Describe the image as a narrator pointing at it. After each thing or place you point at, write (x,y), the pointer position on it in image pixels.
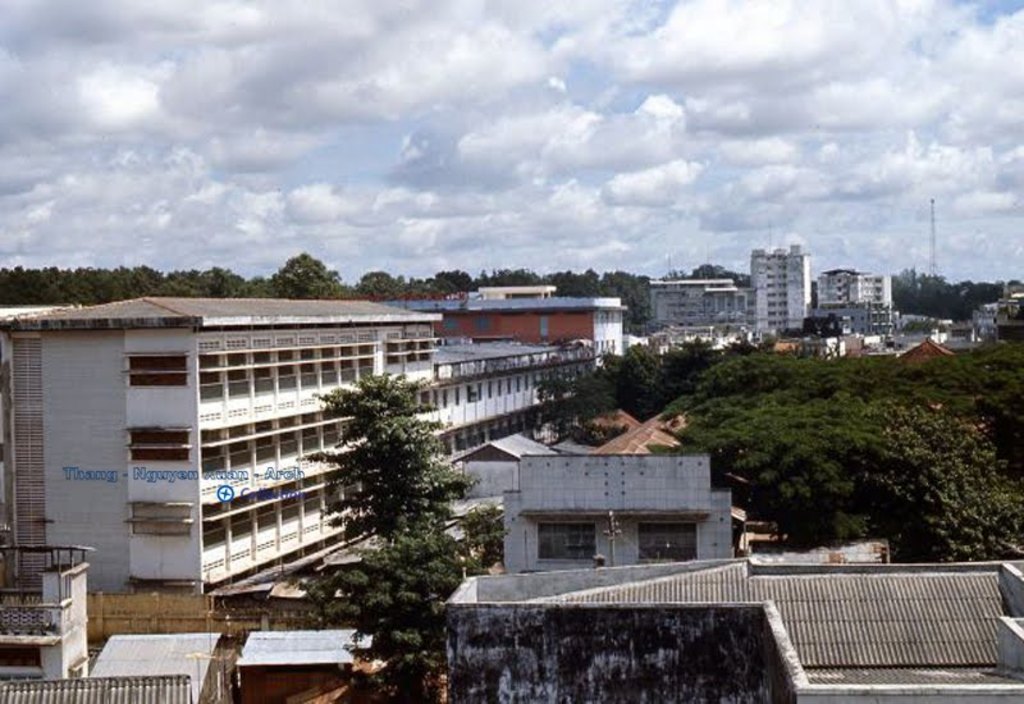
In this image I can see many buildings (504,613) and trees (409,511). In the background (914,297) I can see the tower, few more trees (374,285), clouds (124,242) and the sky (174,150).
